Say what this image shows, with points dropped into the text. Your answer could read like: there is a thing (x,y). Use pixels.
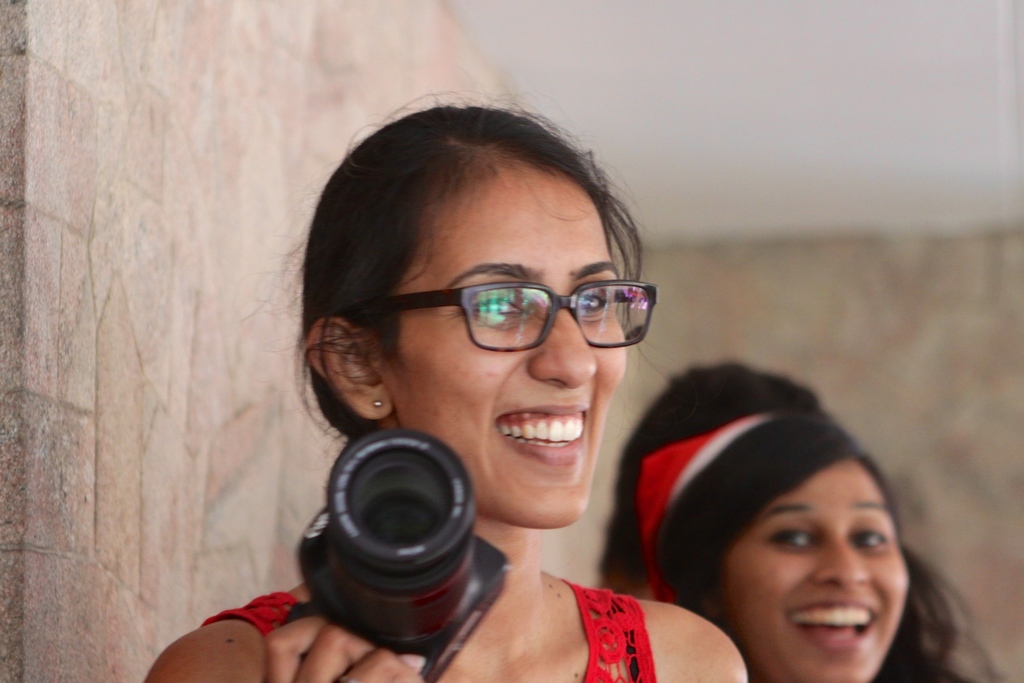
In the middle (479,343) there is a woman (502,533) she is smiling, she wear a red dress (595,624), she is holding a camera (400,562). To the right (823,524) there is a woman (823,563), she is smiling. In the background (834,309) there is a wall (184,162), I think this is a house (230,154).
